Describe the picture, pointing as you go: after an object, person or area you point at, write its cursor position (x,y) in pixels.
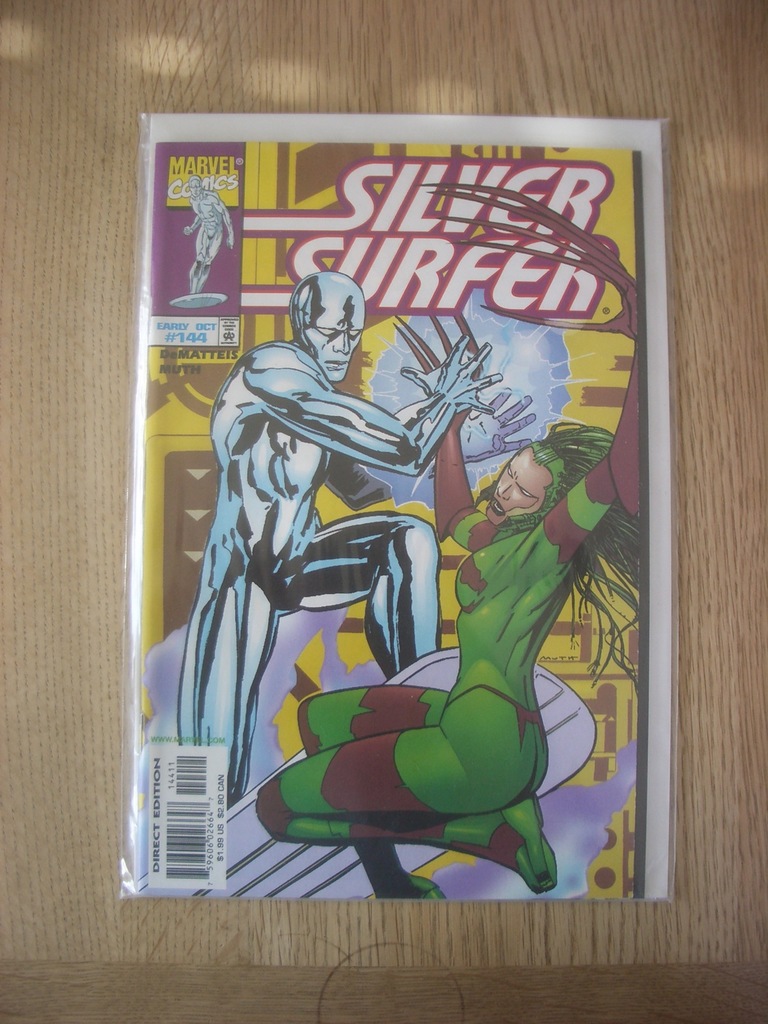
In this image we can see a paper (253,645) with some animated pictures (374,566) and a barcode (203,826) placed on the table (519,916).
